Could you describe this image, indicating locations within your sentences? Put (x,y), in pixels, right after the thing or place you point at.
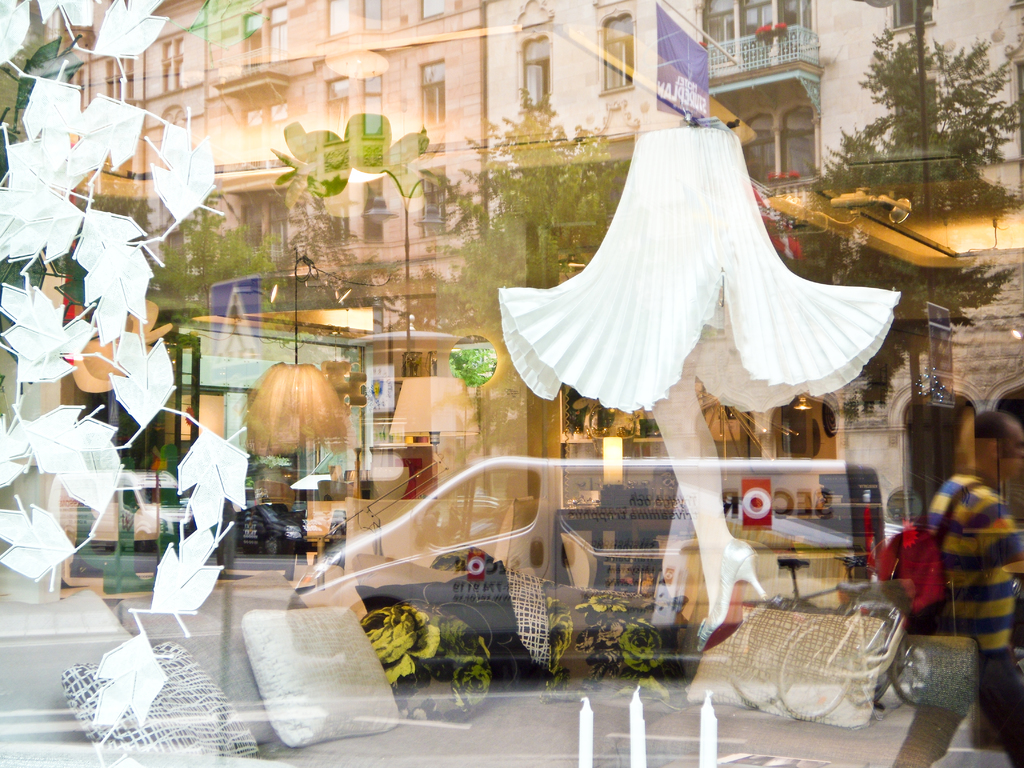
In this image in the front (398,237) there is a glass (428,383) and on the glass (487,282) there are reflections (370,281) of the buildings (836,115), trees (499,328), persons (961,548), vehicles (495,554) and there is an object (55,330) which is white in colour and behind the glass (548,652) there is a couch (677,701) and on the couch (680,722) there are cushions (607,661), there are candles (709,740) behind the glass (650,736) and there is statue (682,394).
